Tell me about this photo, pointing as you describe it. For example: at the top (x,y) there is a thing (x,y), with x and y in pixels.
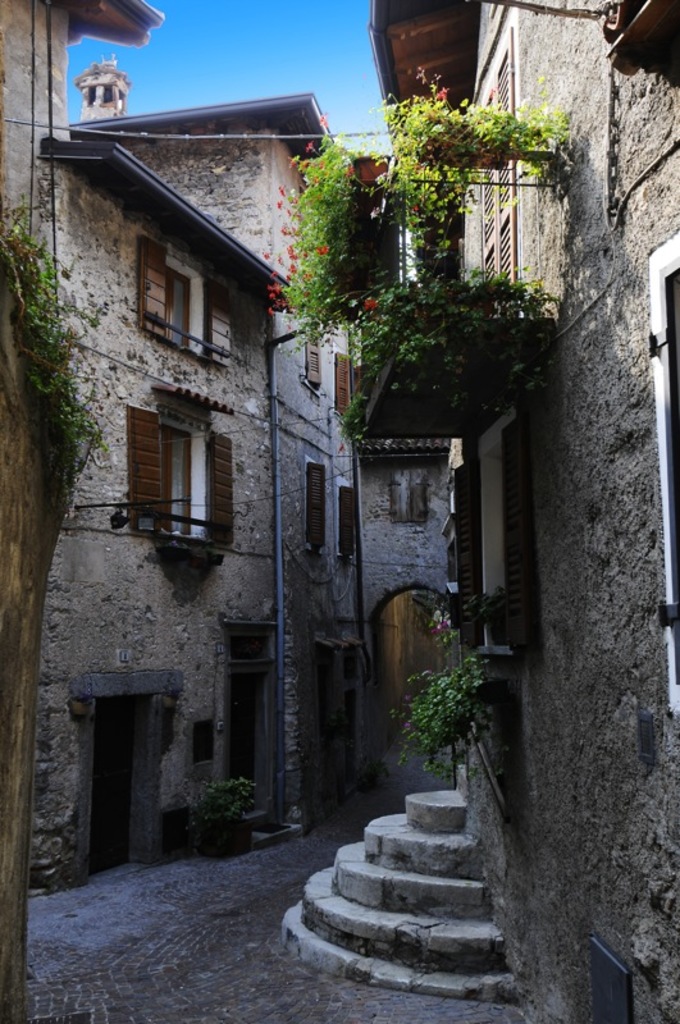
On the right side (572,531) there is a building (540,562) with windows (520,553). On the sides of the wall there are plants (417,312) with baskets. Also there are steps (398,884). On the left side (147,594) there is another building (114,642) with windows (202,433) and pipes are there.
